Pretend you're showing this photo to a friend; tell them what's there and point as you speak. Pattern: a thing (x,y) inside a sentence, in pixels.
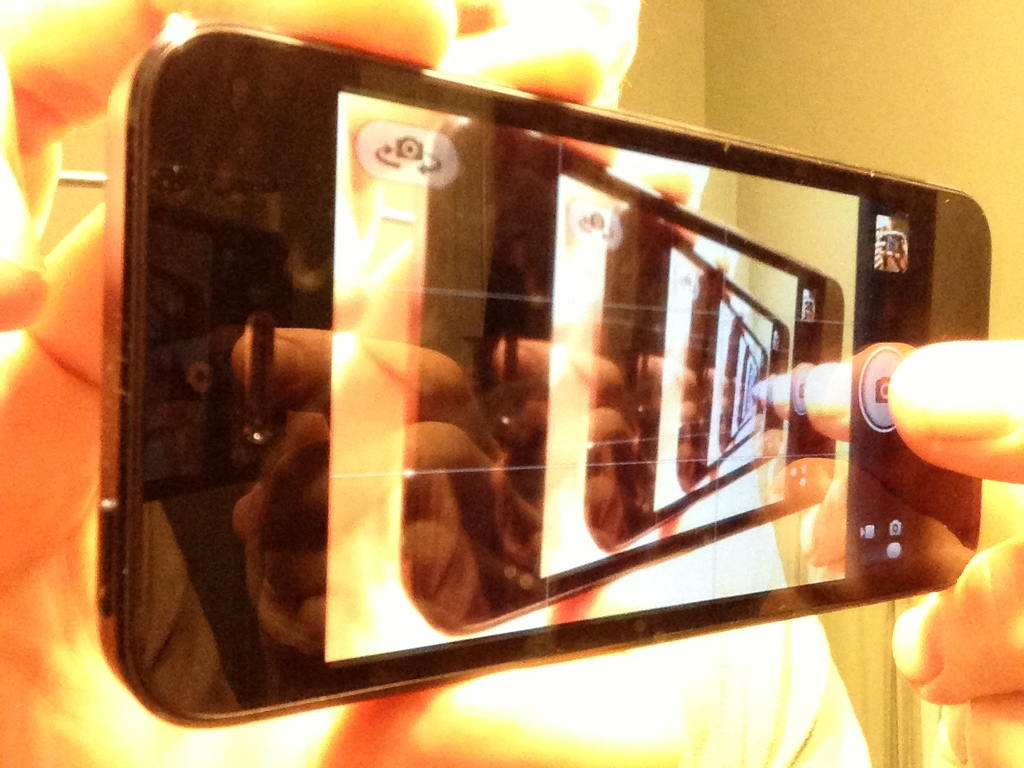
In this image we can see the hands (980,613) of a person (952,464) holding a mobile (436,349).
